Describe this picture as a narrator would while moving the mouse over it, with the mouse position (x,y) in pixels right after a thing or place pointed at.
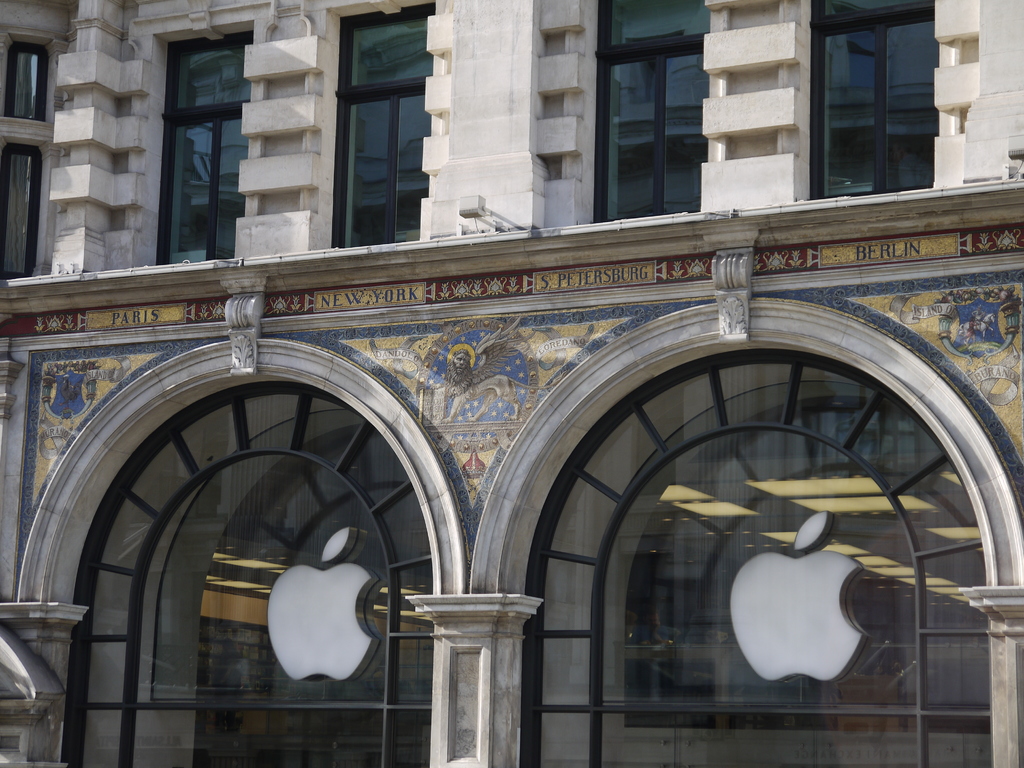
In this image, we can see the wall (710,291) with a few glass windows (418,214). We can also see some arches (366,376). We can also see some apple logos (335,624). We can see some text (358,299) and art (945,286) on the wall (944,303).
